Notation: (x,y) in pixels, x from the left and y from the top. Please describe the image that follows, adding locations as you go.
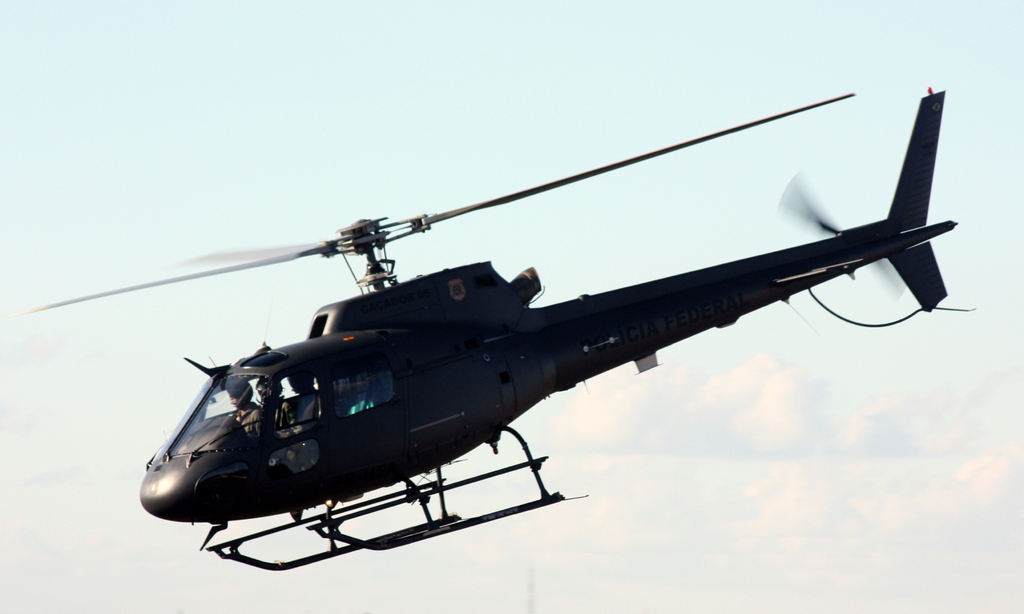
In this picture I can see a helicopter (554,349) and few people (251,424) seated and I can see a blue cloudy sky (659,212).
